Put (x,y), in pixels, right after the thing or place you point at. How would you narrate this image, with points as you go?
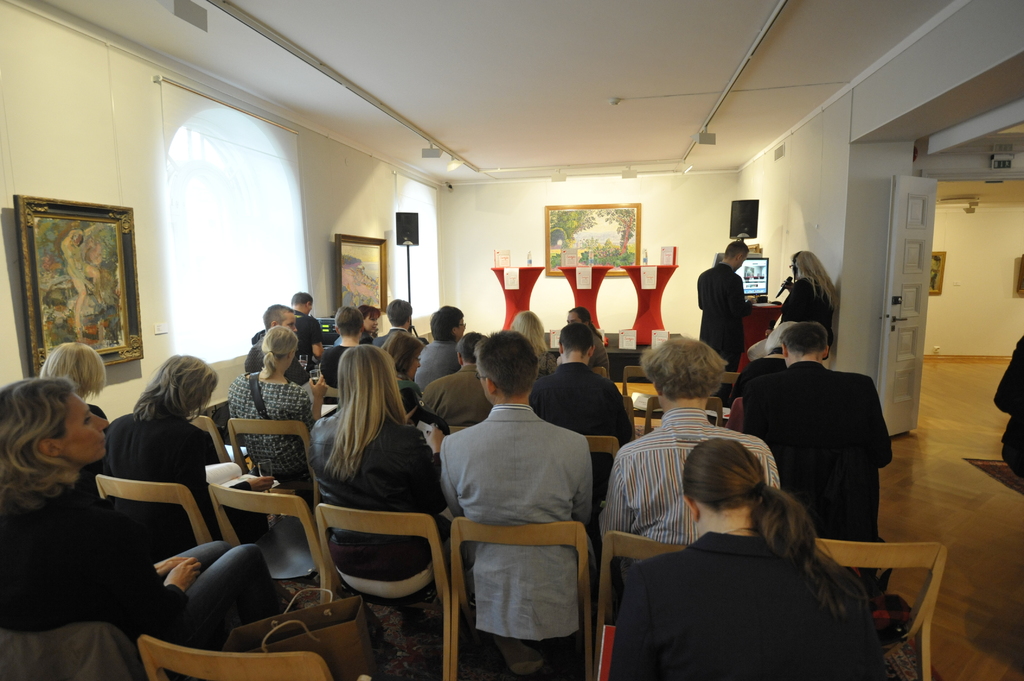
This is a picture of a hall (152,349) where we have some people (699,365) sitting on the chairs (249,497) and in front of them there are three podiums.
